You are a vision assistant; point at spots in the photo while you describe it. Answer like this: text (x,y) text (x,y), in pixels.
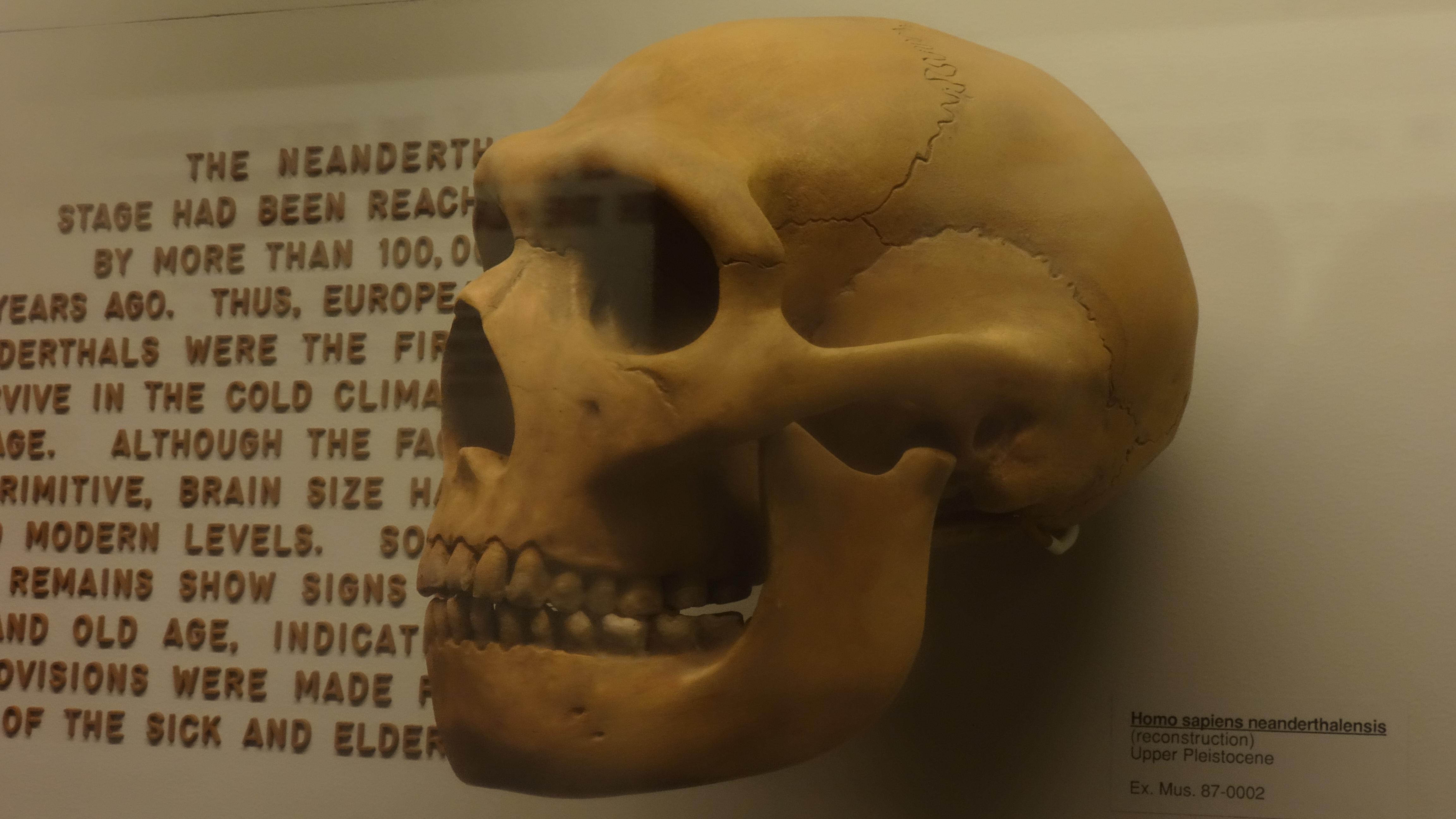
In this image we can see a skull (556,590) and text (293,285) on the left side of the image (302,359).
